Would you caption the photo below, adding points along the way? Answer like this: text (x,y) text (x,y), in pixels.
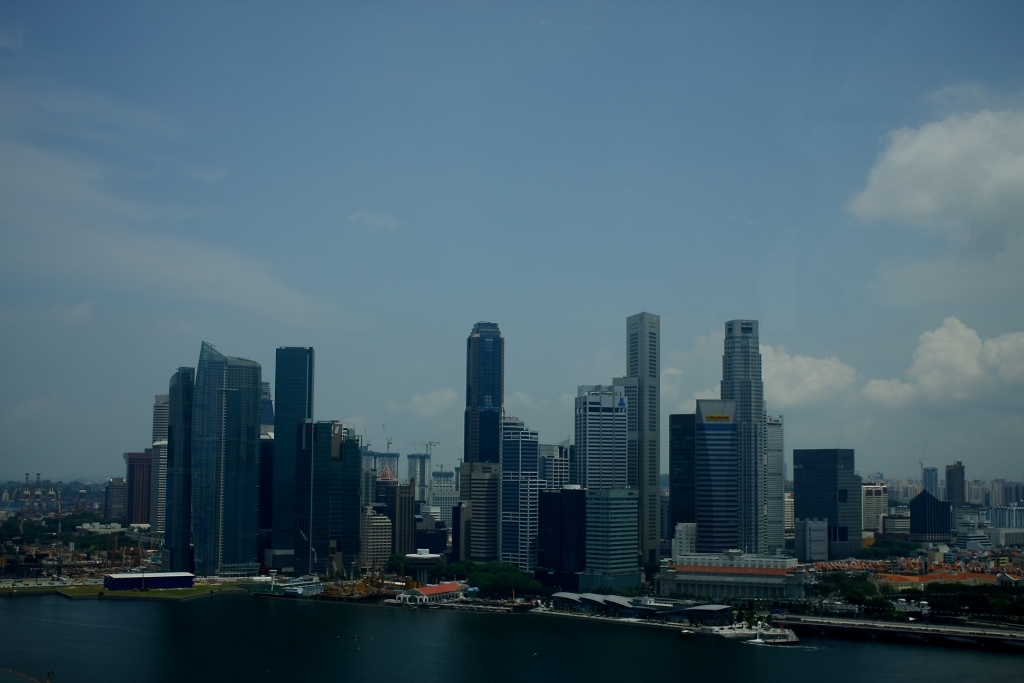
In this image I can see the water (286,642). To the side of the water (241,624) there are many sheds (312,581). And I can see many buildings (430,528) in the back (457,497). There are also trees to the side of the buildings (534,502). In the back (348,183) I can see the clouds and the blue sky (552,139).
